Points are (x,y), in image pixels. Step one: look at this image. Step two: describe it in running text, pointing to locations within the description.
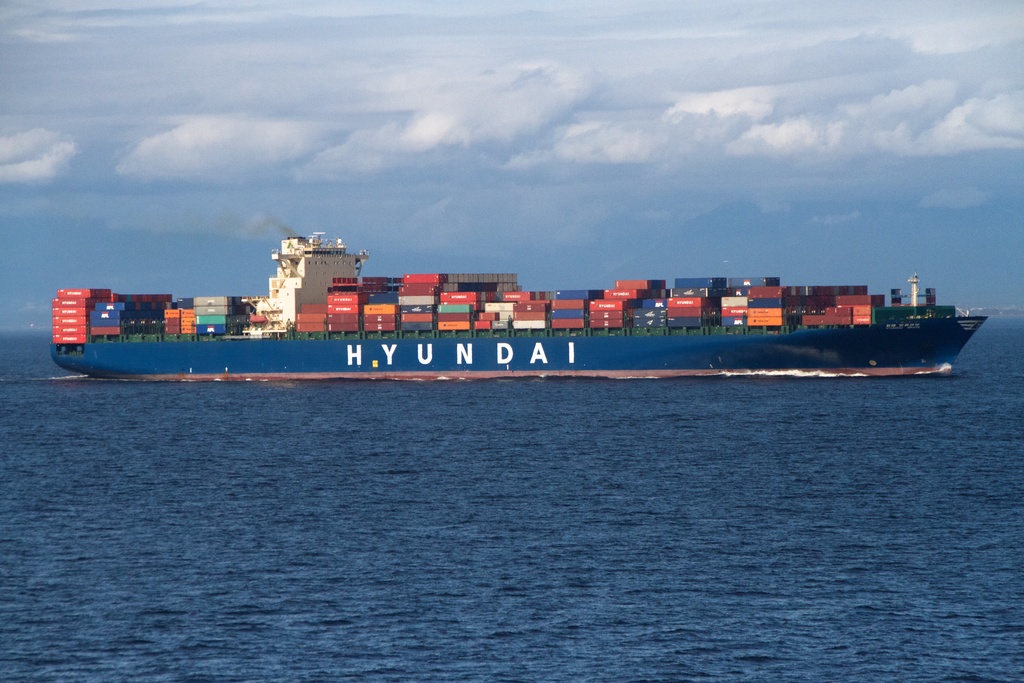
In the center of the image (546,310) we can see containers (128,312) on ship (826,369) sailing on the sea (390,461). In the background (554,179) we can see sky (390,200) and clouds (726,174).
